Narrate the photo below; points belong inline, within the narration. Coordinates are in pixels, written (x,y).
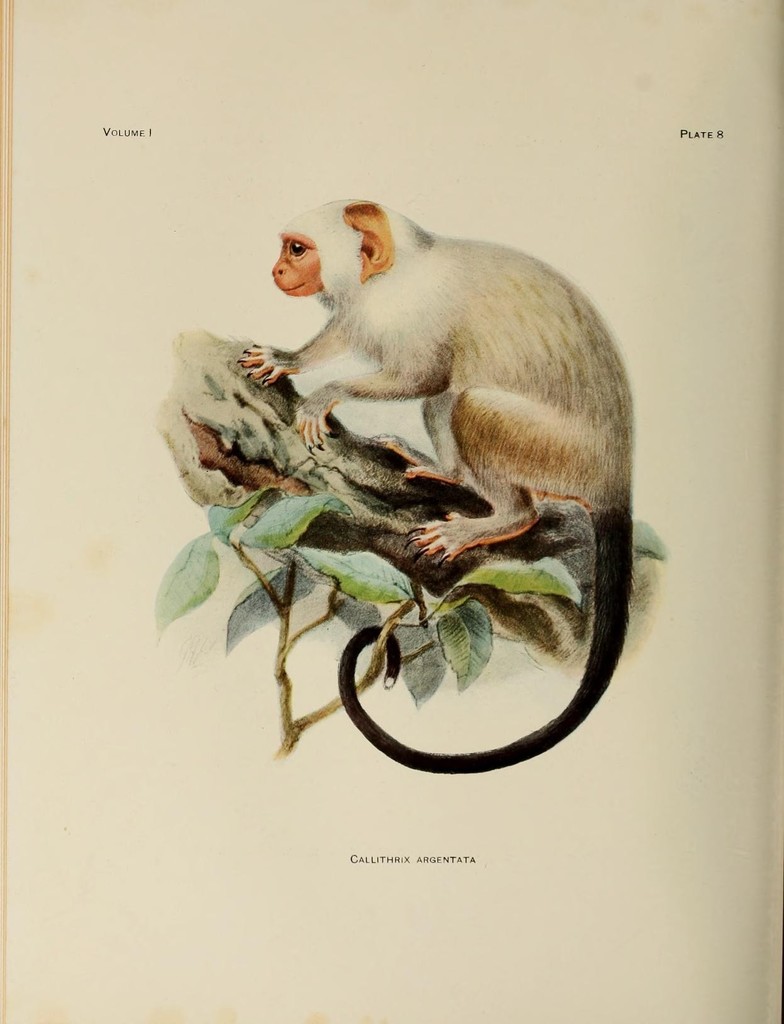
In the image there is a painting (490,368) of a monkey (437,312) standing on a tree (480,619).
